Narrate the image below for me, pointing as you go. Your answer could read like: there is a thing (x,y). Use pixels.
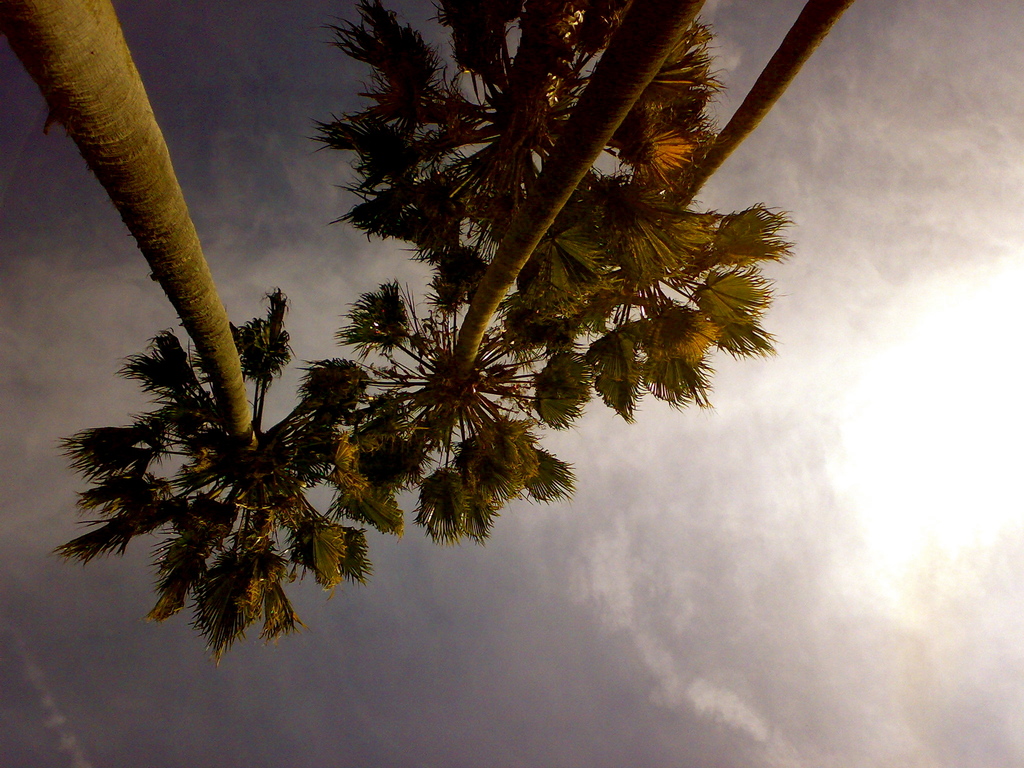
In the picture we can see few palm trees (258,419) and in the background (938,407), we can see the sky (407,492) with clouds (894,417).
